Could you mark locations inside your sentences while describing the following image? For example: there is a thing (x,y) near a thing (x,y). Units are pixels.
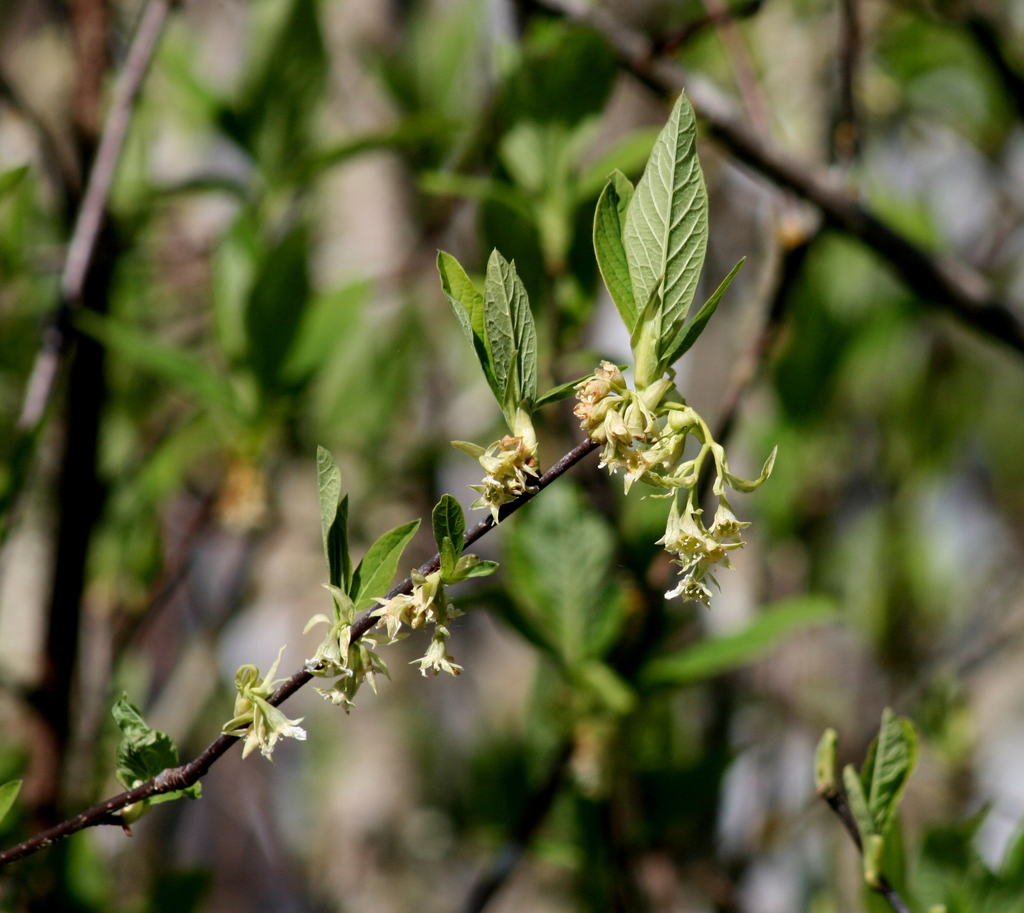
In this image I can see few flowers (487,500) in white color, background (862,286) I can see plants (849,453) in green color.
